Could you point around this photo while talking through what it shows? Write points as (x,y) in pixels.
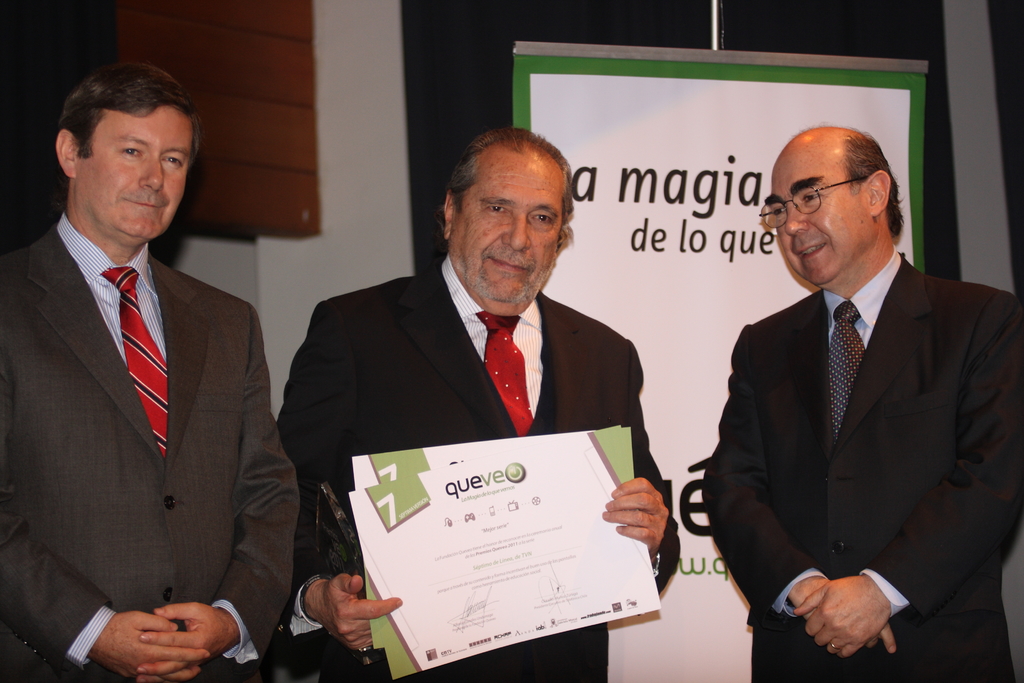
In this image there are three men (641,427) in the middle (591,427) who are wearing the suits (210,445). The man (323,407) in the middle (485,386) is holding the certificates (511,515). Behind them there is a banner (672,186). Beside the banner (597,103) there is a wall (331,173).
